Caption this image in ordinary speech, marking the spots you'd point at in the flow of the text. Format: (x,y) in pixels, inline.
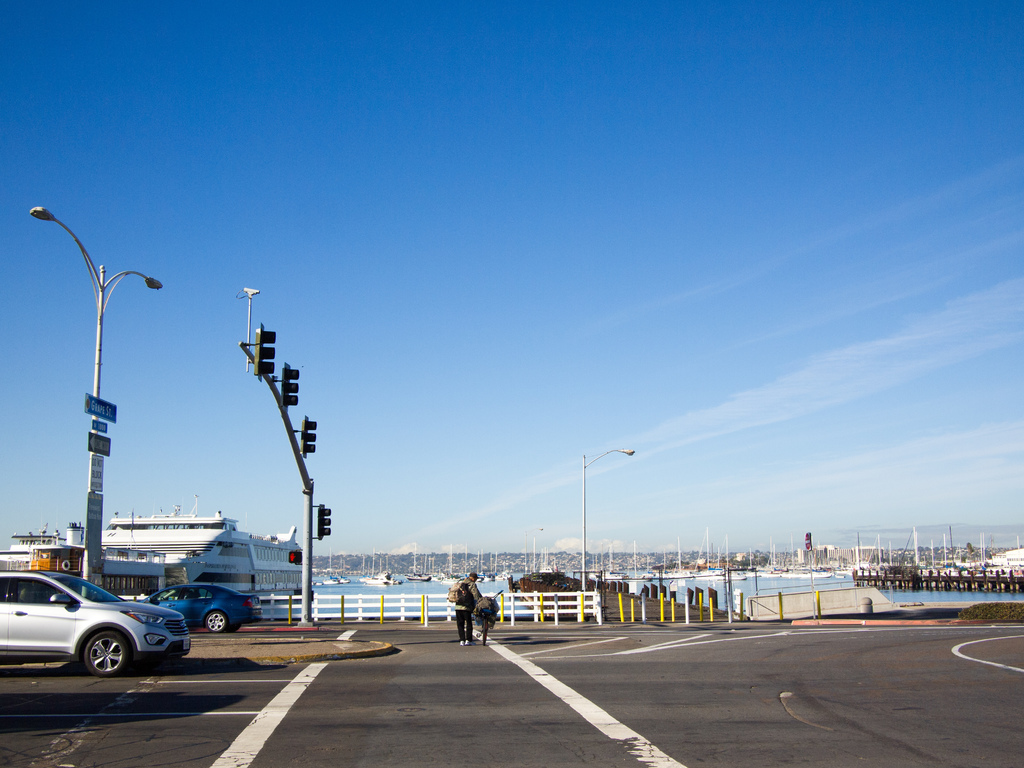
There is a road (514,661). On that a person (469,600) wearing bag (460,588) is holding a cycle (481,617). On the left side (134,612) there are vehicles (164,599). In the back (385,596) there is a railing (547,595), poles (583,603). Also there are street light pole (99,430) with boards (104,448), traffic light poles (276,392). In the background (386,587) there is water (398,578), sky (532,334) with clouds (722,406). Also there is a boat (239,542).
